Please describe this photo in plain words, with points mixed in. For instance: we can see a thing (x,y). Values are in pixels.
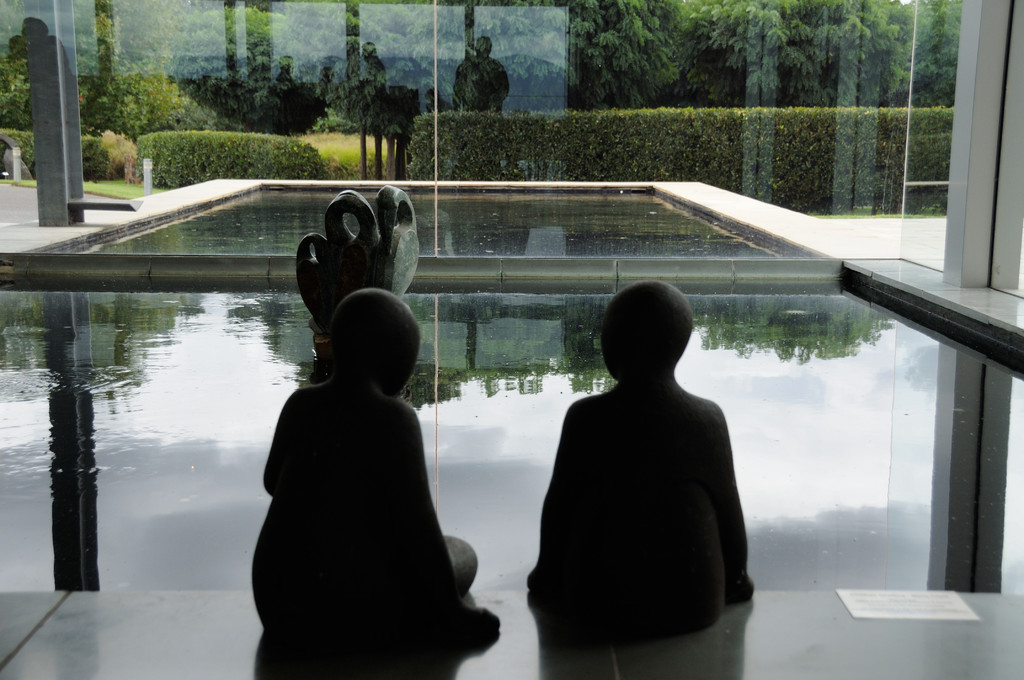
Here in this picture in the front (296,485) we can see statues (378,480) present on the floor (216,593) and in front of that we can see a pool (441,374), which is filled with water (749,310) and in the middle (475,250) we can see a glass (475,211), through which we can see bushes (294,174), grass (338,174), plants (220,154) and trees (427,34) present outside and on the glass (634,136) we can see reflection (386,102) of people (34,35) standing over there.
